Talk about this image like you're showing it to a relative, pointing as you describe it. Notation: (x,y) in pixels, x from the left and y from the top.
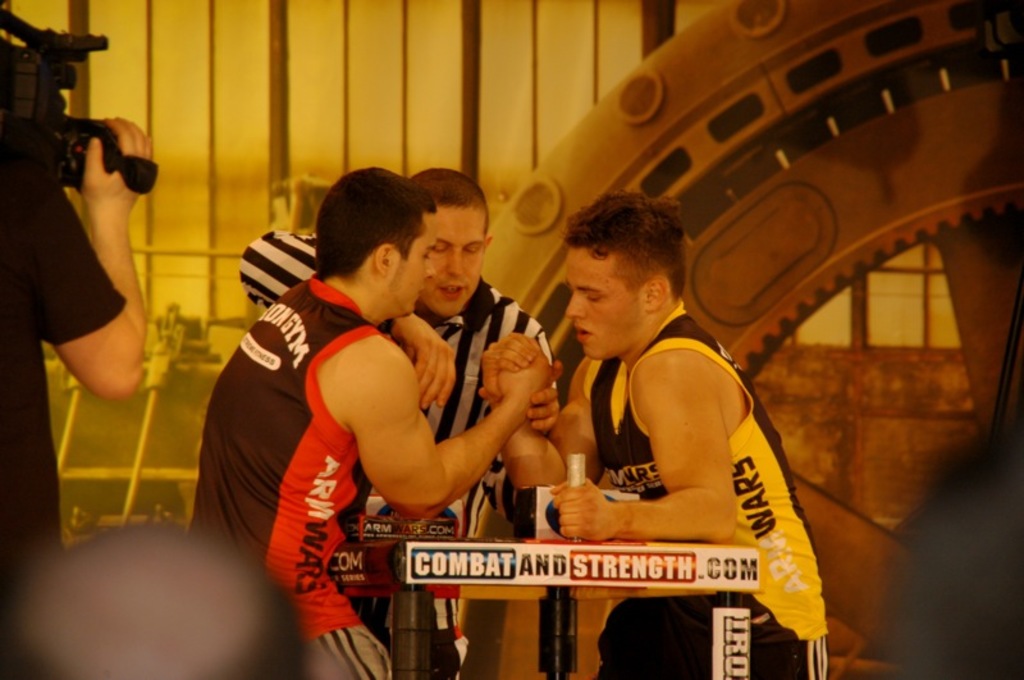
In this image we can see two persons (610,647) holding their hands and it looks like they are performing arm wrestling and we can see a person (466,252) standing and there is a table (510,582) and we can see some text (742,671) on it. On the left side of the image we can see a person (120,138) holding a video camera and in the background (562,316) it looks like a wallpaper (296,109).
